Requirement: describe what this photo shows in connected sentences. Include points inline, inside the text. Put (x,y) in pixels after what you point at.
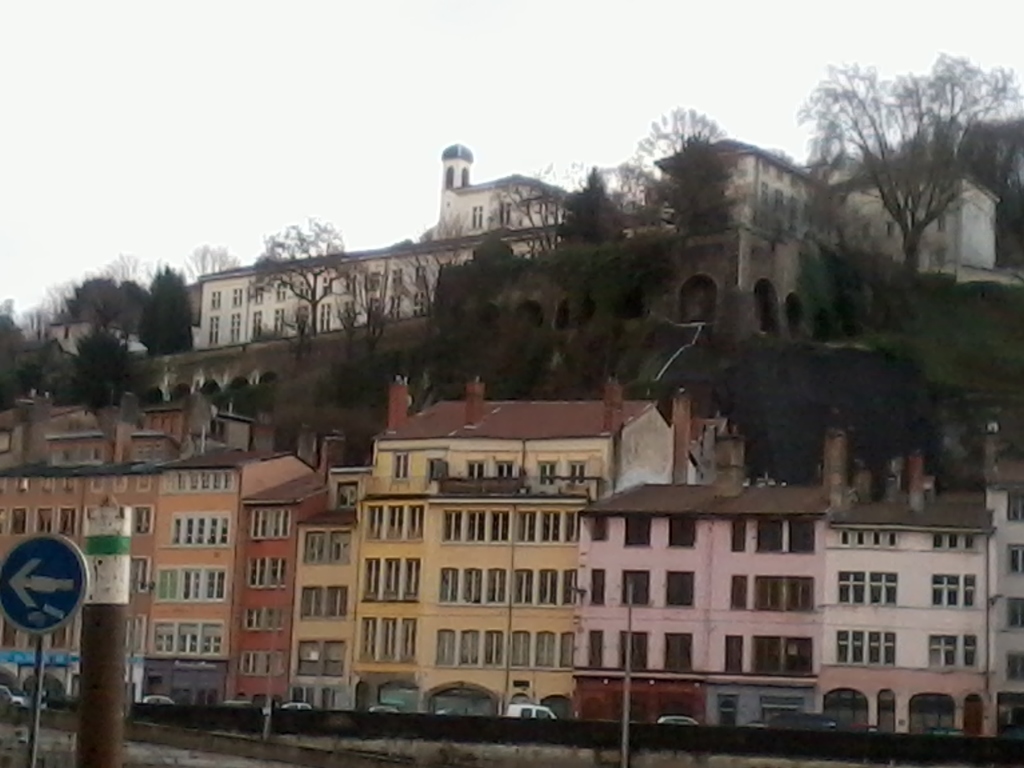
In this image there are buildings (483,548), trees (577,282) and there is a pole (89,674) in the front (104,668) and there is a sign board (65,616). On the left side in the center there are vehicles (531,716) and the sky (355,127) is cloudy.
